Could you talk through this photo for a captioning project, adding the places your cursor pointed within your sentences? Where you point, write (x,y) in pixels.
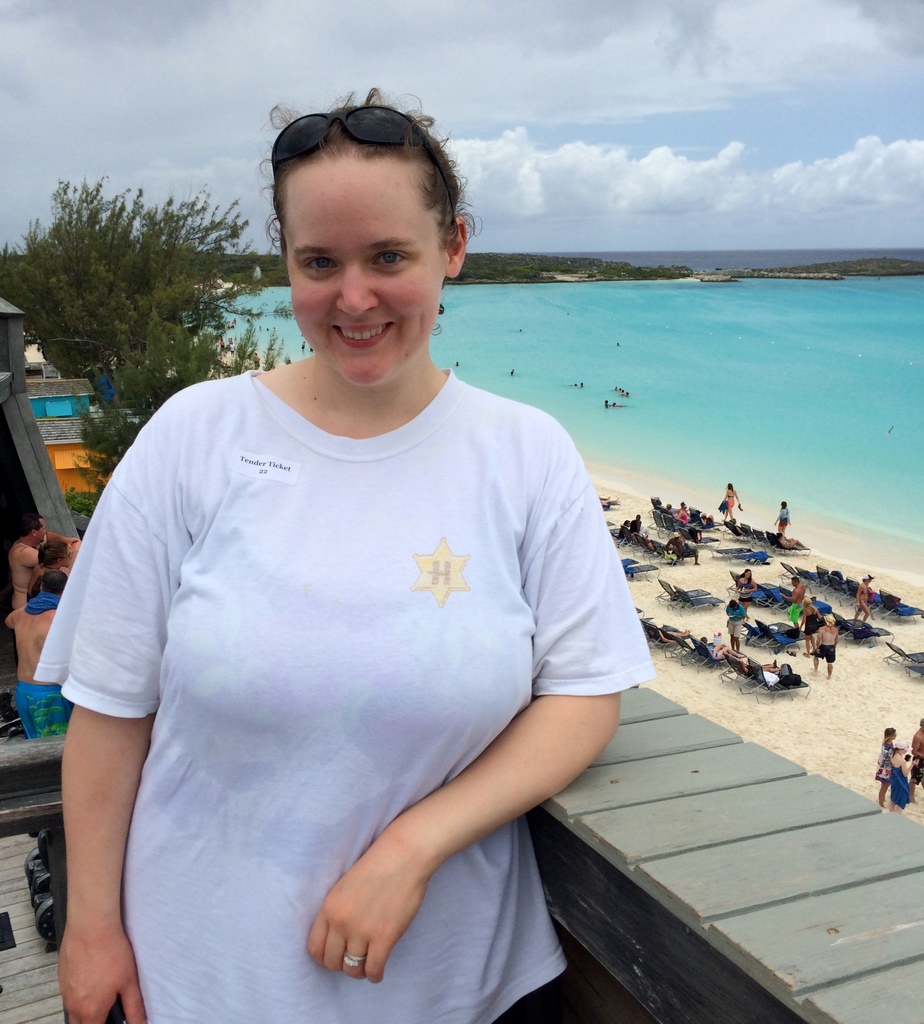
In this image in front (146,503) there is a person (361,687) wearing a smile on her face (297,226). Behind her there are few other people (17,561). On the right side of the image (621,542) there are people (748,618) sitting on the chairs (764,541). In the background of the image (781,339) there is water (719,332). There are trees (262,285), mountains (616,267) and sky (746,56). On the left side of the image (9,325) there are buildings (71,401).
